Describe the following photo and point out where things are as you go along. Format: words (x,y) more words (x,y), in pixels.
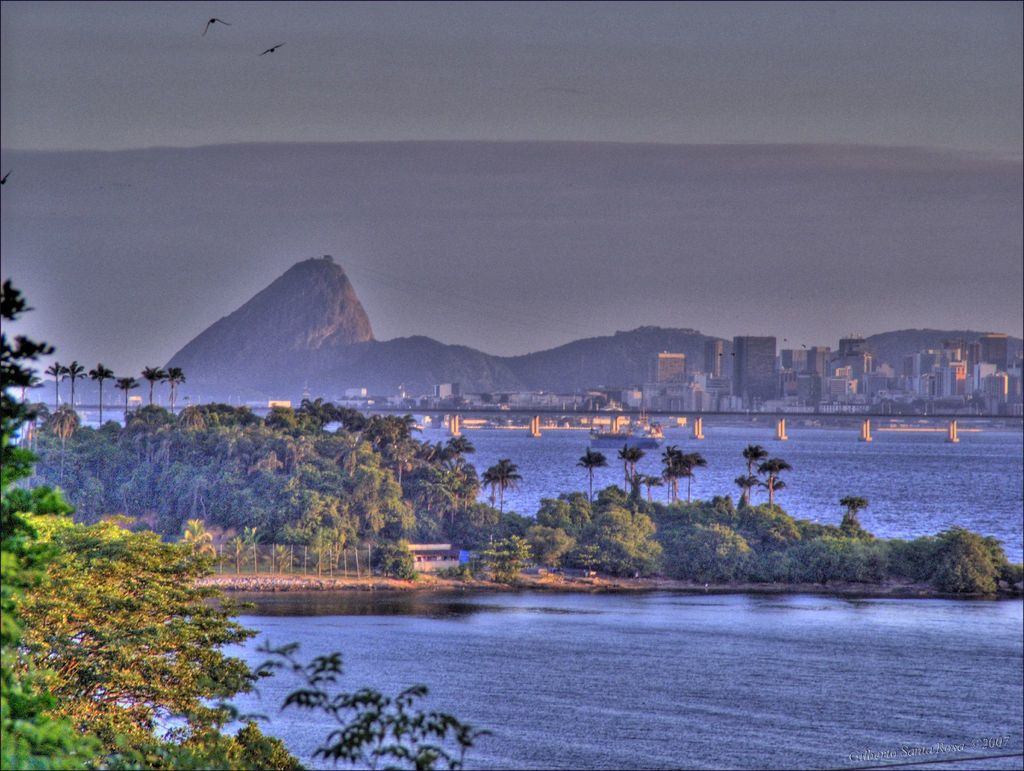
This is an outside view. On the right side (869,653) there is a sea (818,604). On the left side (78,558) there are many trees (300,457). In the middle of the image (521,417) there is a bridge (533,414) and also I can see a boat (631,436) on the water (825,450). In the background (725,374) there are many buildings (740,393) and mountains (319,308). At the top of the image (538,130) I can see the sky (626,138) and there are few birds (270,49) flying in the air (356,98).
